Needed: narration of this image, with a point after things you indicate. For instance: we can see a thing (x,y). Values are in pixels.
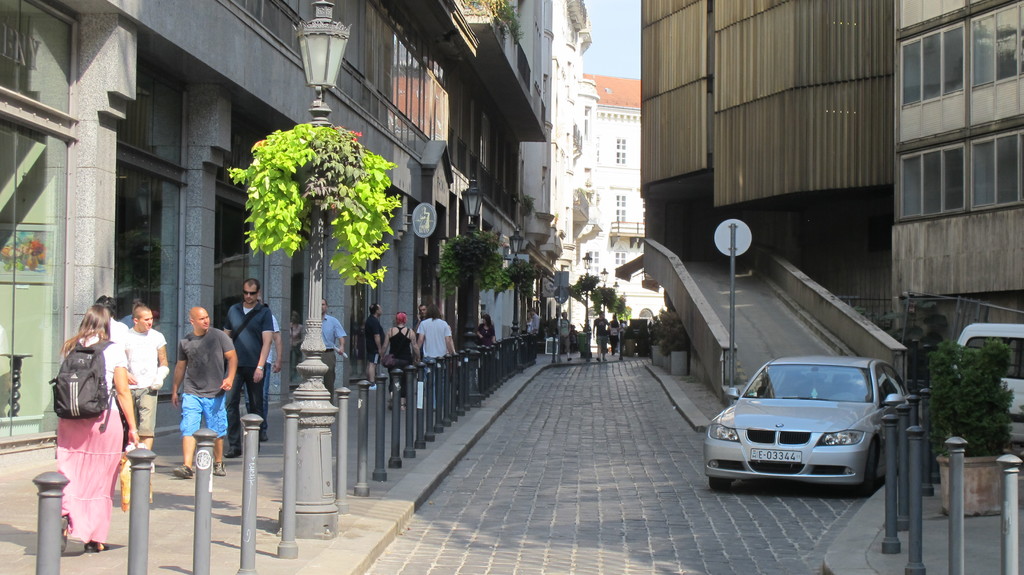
This image consists of a car (786,452) in white color. At the bottom (586,536), there is a road (535,502). To the left (130,378), there are many people (241,346) walking. To the left (229,60) and right, there are buildings (770,163). It is clicked on the road (678,533).
